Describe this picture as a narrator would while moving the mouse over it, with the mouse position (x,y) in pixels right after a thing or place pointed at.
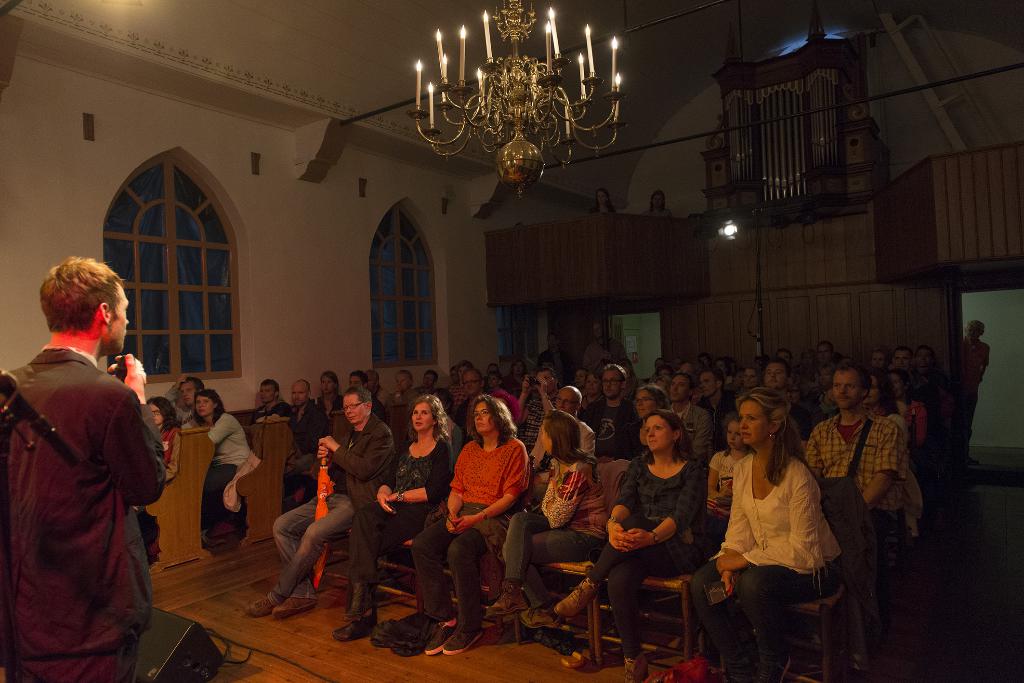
In this image we can see people (426,531) sitting on the chairs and we can also see the windows (234,352), chandelier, electronic gadget (146,650) and some other objects (787,194).
